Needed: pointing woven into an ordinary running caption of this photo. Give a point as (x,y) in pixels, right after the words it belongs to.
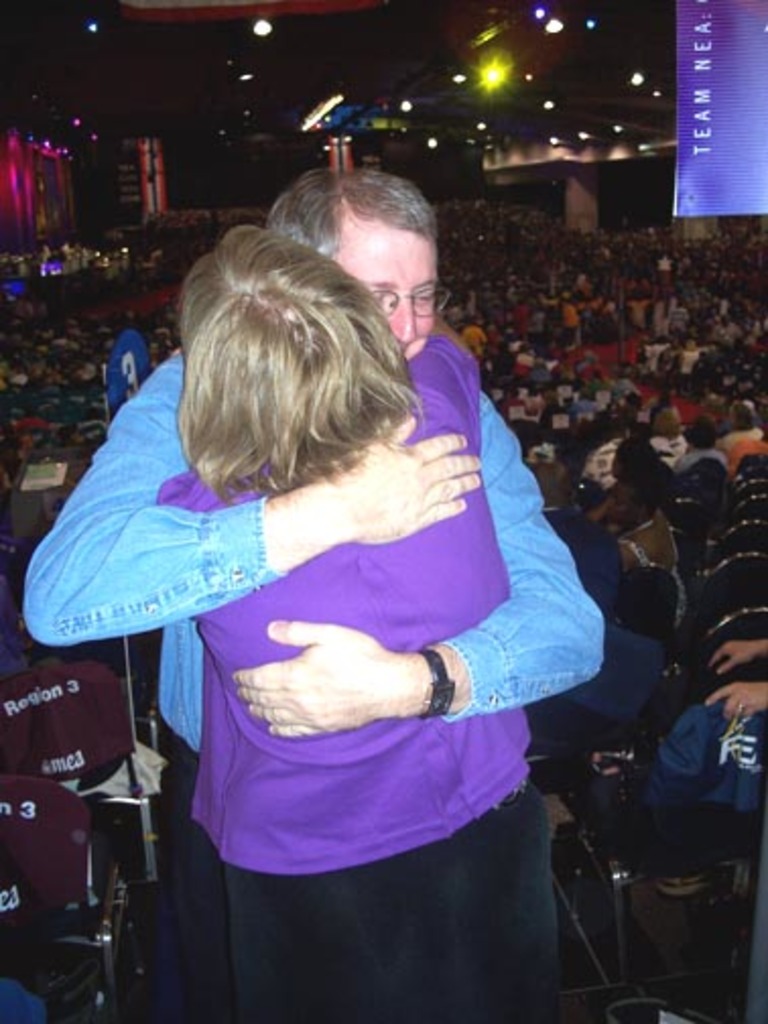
In this image I can see two people (366,824) with blue and purple color dresses (305,793). In the background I can see many people (605,372) are sitting on the chairs (630,593) and these people (526,276) are wearing the different color dresses (506,281). I can see the banners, lights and the black background (105,156).
